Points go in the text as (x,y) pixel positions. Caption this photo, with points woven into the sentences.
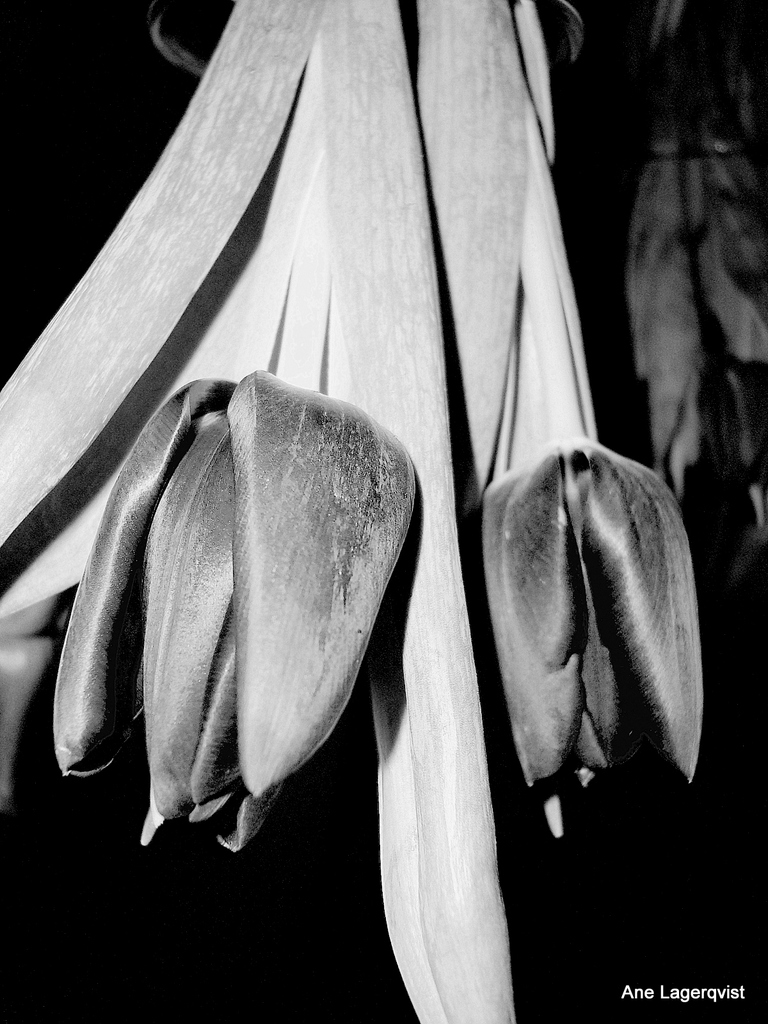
In this black and white picture there are flowers (663,643) and leaves (383,245).
